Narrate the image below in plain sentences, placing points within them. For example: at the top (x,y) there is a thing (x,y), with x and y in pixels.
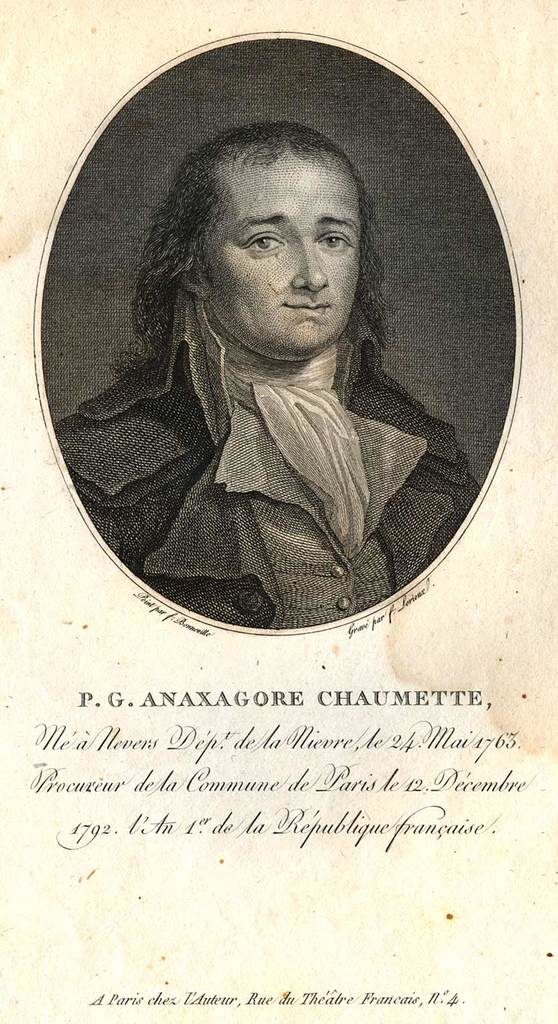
In this image, we can see depiction of a person (360,520) and some text (495,786).
